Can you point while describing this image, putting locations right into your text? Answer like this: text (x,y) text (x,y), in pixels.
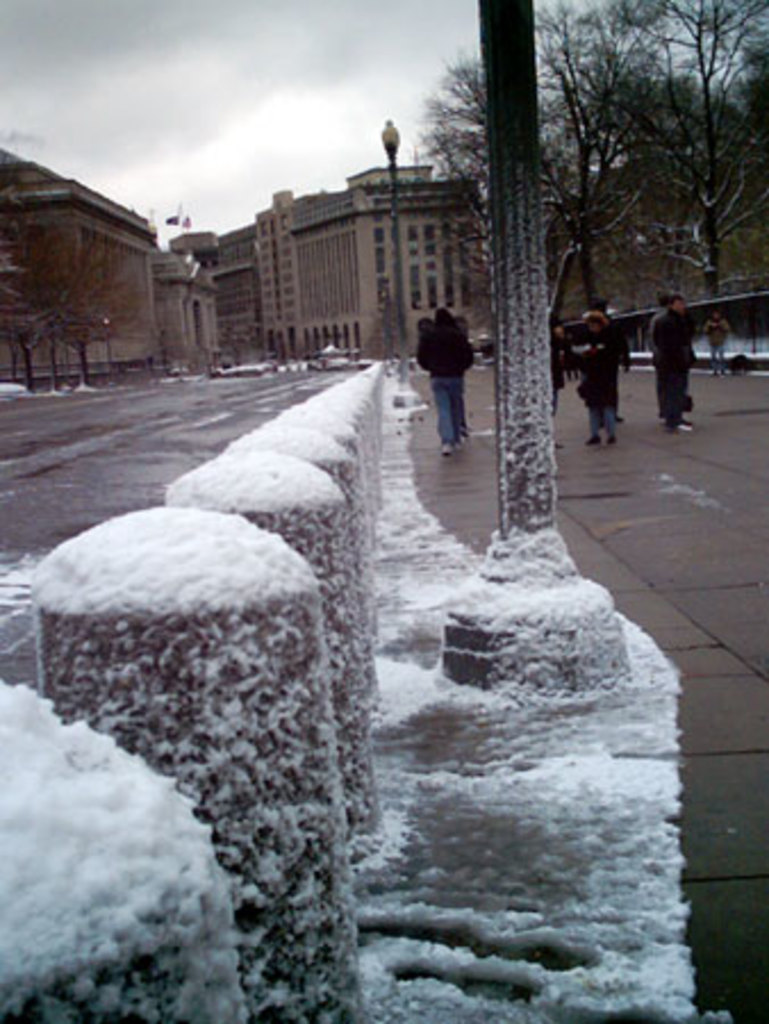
In this image, we can see barriers (281,619) covered with snow (338,634) and we can see some people (587,361) walking on the road (598,496). In the background (629,303), there are buildings (386,169), trees (597,211) and poles (500,407).
